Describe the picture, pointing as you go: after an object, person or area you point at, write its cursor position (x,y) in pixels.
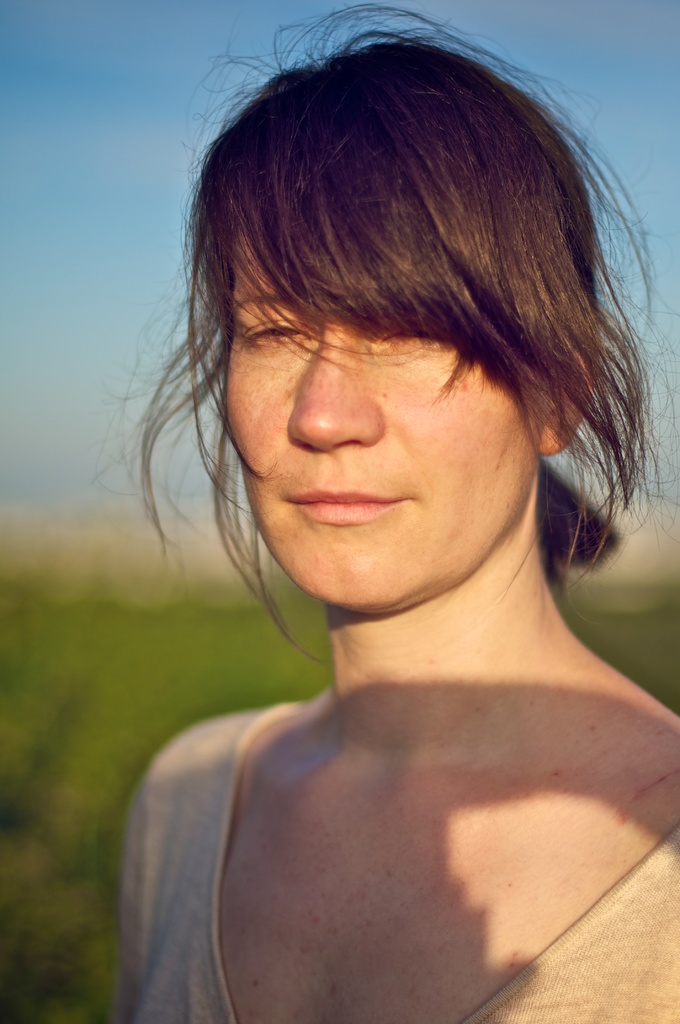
In this image, we can see a woman (381,537). Background (40,875) there is a blur view. Here we can see green and blue colors.
